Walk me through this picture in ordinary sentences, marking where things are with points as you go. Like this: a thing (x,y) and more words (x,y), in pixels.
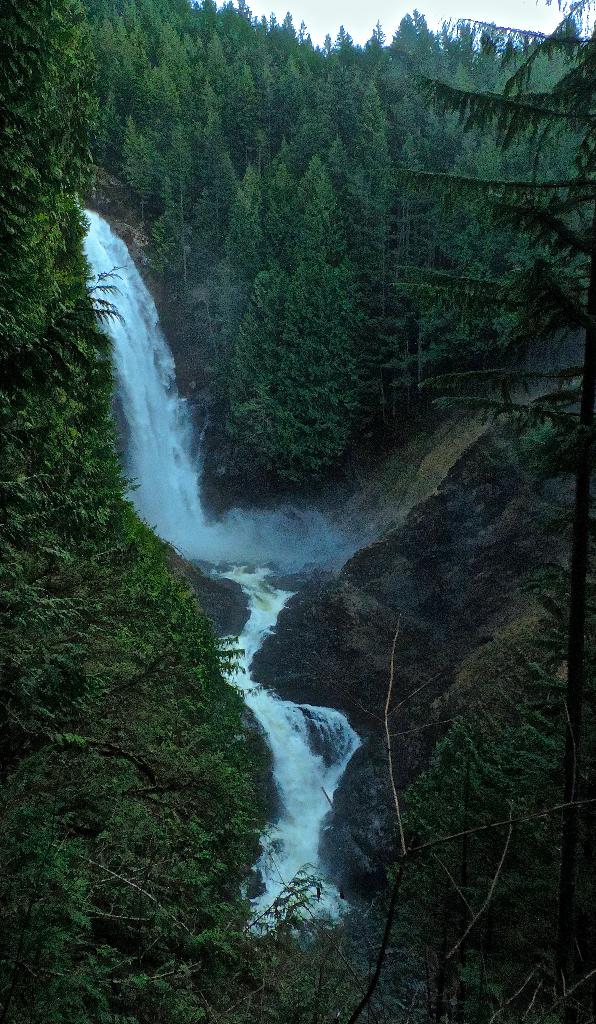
This picture is clicked outside the city. In the foreground (532,708) we can see the trees (157,907) and in the center (264,624) there is a water body (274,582) and a waterfall (167,386). In the background (333,15) we can see the sky (532,1) and the trees (232,178).
